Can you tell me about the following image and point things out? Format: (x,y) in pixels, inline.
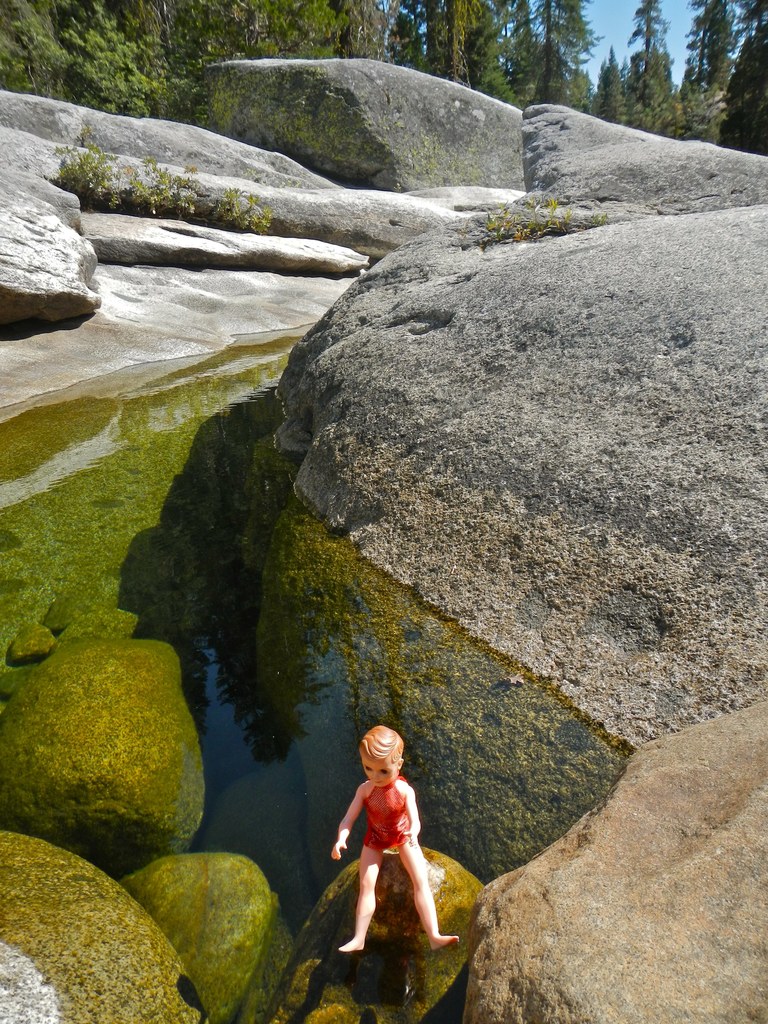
In this image in front (323,936) there is a toy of a girl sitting on the rock (436,990). Behind her there is water (257,631). In the background of the image (325,122) there are rocks (353,73), trees (578,30) and sky (604,22).
